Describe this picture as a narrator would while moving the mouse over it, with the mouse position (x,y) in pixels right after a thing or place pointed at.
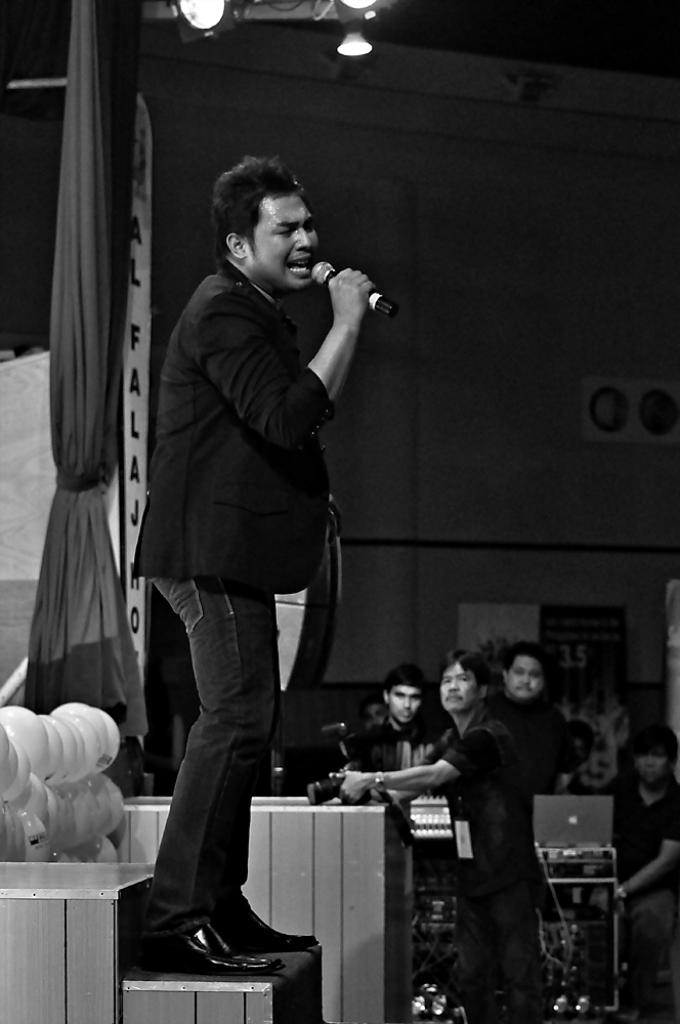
This is a black and white image. On the left side (218,742), I can see a man (195,676) standing on the stage (116,925), holding a mike (324,263) in the hand (339,279) and singing. He is facing towards the right side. At the back of this man (222,690) I can see few balloons (57,754) and a curtain (98,295). In the background (374,710) there are few persons (489,765) standing and looking at this man (212,437). At the top of the image (493,212) I can see the wall (412,170) and few lights (209,14).
